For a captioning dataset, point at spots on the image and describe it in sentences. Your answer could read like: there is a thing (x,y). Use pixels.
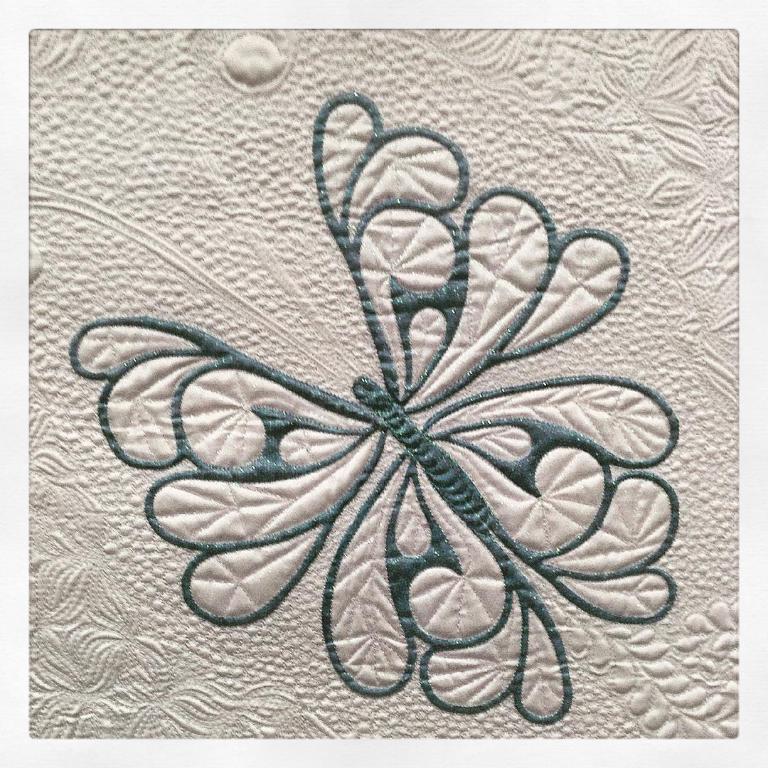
In this image there is a design (311,541) on a surface (435,60).
